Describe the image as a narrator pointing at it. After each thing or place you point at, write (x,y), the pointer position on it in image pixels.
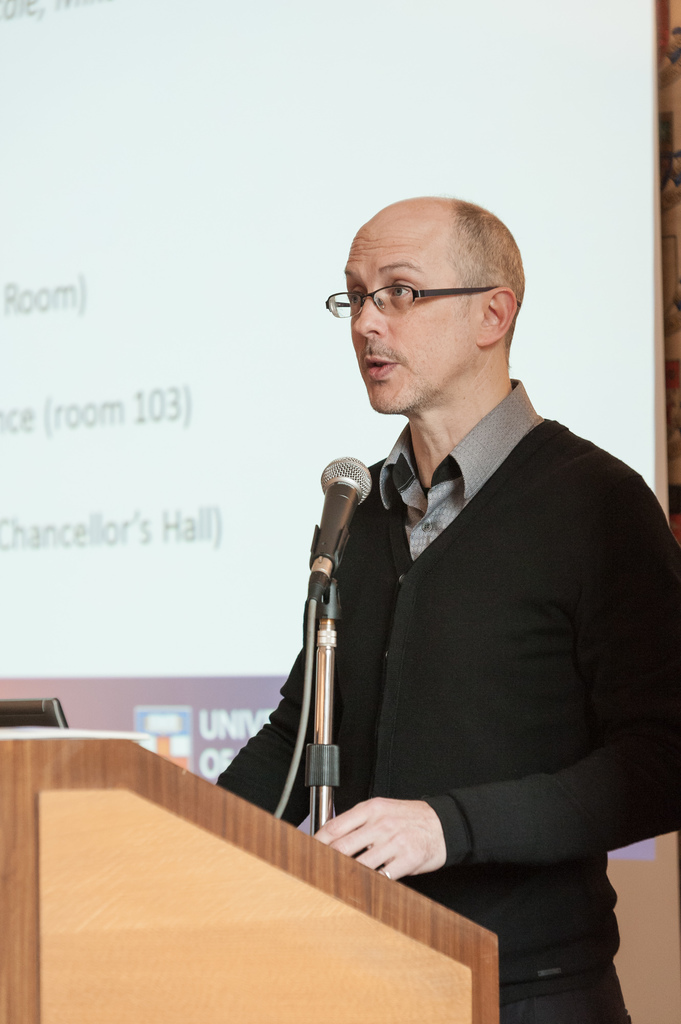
In this image I can see a man (388,382) wearing spectacles (390,286). In-front of that man (456,680) there is a podium (47,787) along with mic (363,469), mic stand (322,706) and an object (56,703). In the background of the image (662,406) there is a screen (225,361). Something is written on the screen (150,618).
